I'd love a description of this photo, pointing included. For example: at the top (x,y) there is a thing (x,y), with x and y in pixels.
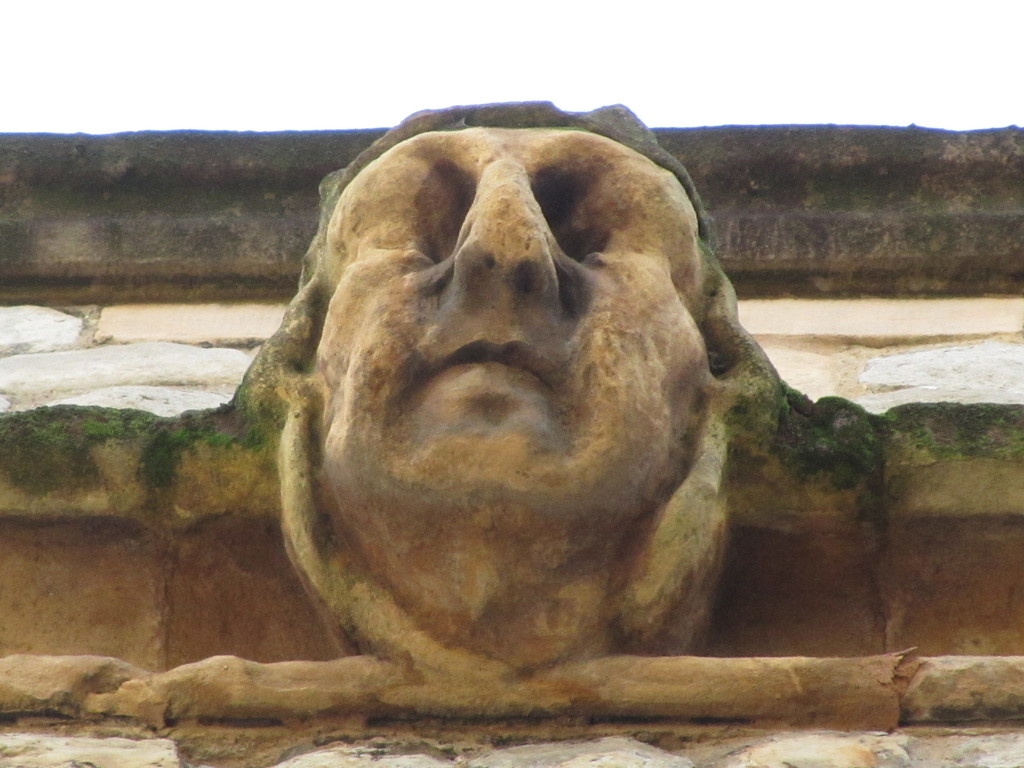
In front of the image there is a rock structure (476,498). In the background of the image (823,255) there is a wall (901,242).
